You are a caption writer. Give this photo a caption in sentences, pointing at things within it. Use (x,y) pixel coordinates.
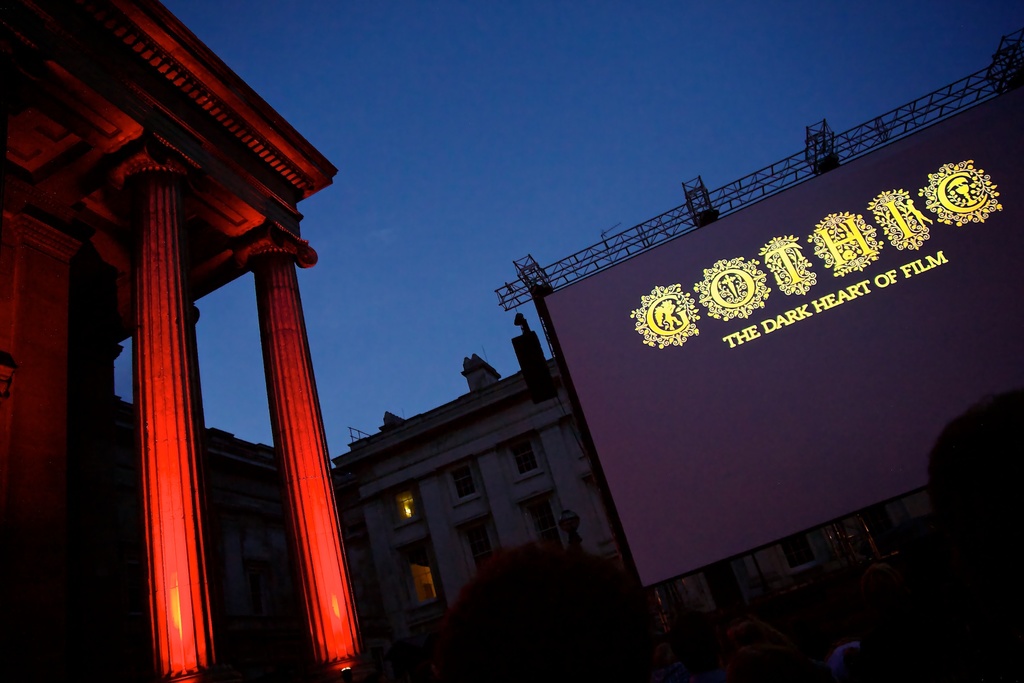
On the left side of the image (308,526) there is a building (228,554). On the right side of the image (843,570) we can see persons (925,574), screen (873,419), building (433,449). In the background (450,117) there is a sky (512,99).
